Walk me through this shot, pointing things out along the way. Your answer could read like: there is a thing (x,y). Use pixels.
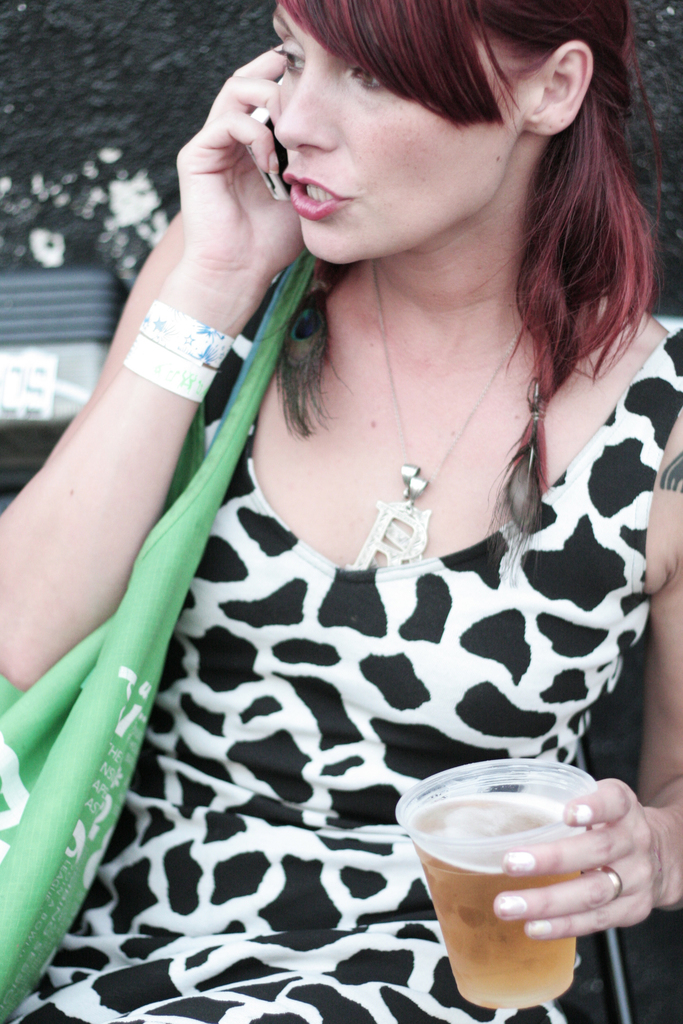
This is the woman (402,920) holding a glass of alcohol (492,881) and a mobile phone (282,164) in her hands (243,156). I think this is a handbag (70,761), which is green in color. The background (163,13) looks blurry.
